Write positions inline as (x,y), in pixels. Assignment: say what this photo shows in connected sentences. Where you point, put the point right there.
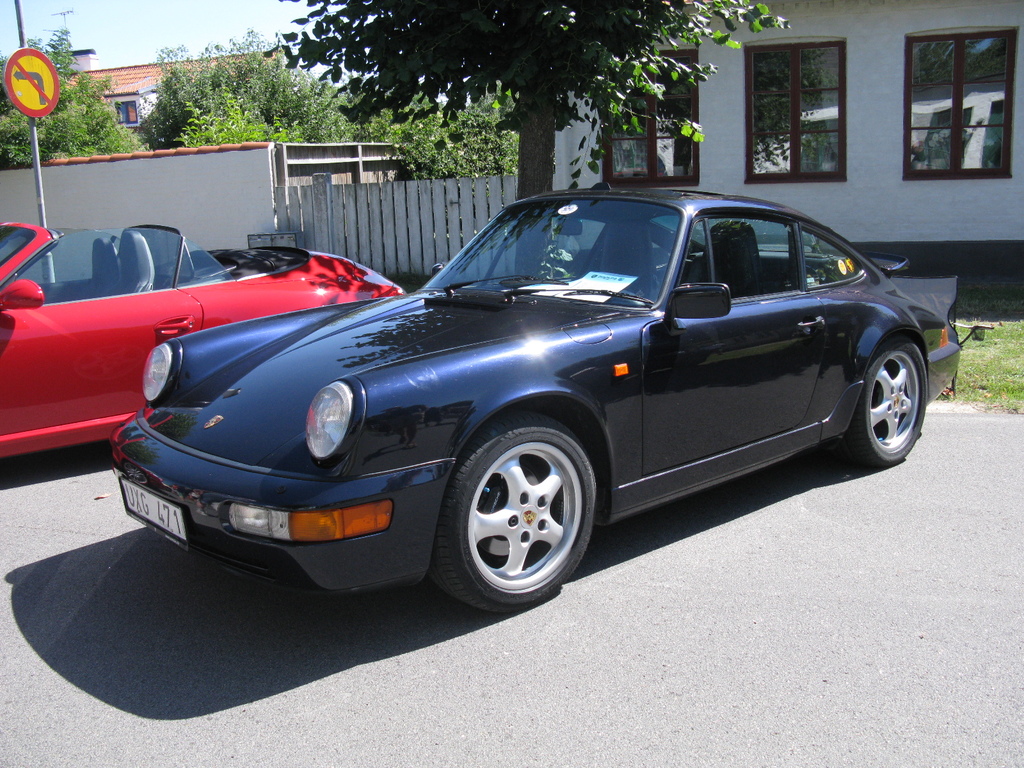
In this picture we can see cars (464,376) on the ground (136,526), pole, signboard (56,71), trees (200,142), buildings (120,113) with windows (911,122), some objects (941,296) and in the background (206,27) we can see the sky (109,36).
